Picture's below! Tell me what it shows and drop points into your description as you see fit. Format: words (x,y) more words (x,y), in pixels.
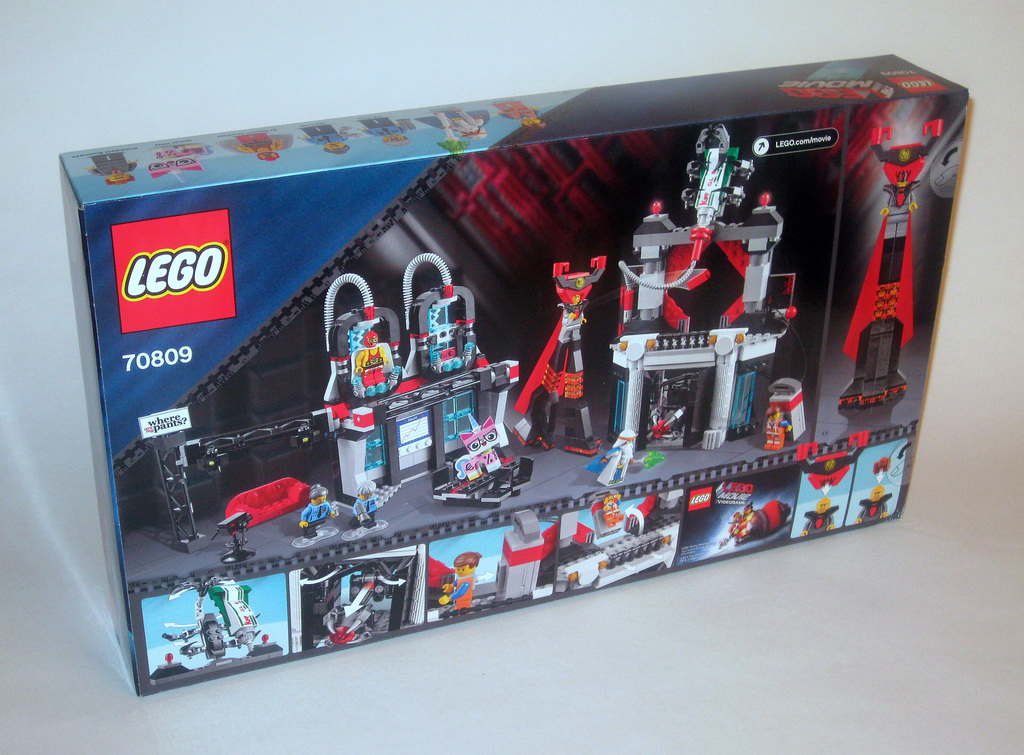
In this image there is a toy box (589,366) in which there are Lego toys (556,340). There are so many images (517,584) of the toys (671,549) on the box (726,507). On the left side (183,303) top corner of the box (188,281) there is some text (188,292).
